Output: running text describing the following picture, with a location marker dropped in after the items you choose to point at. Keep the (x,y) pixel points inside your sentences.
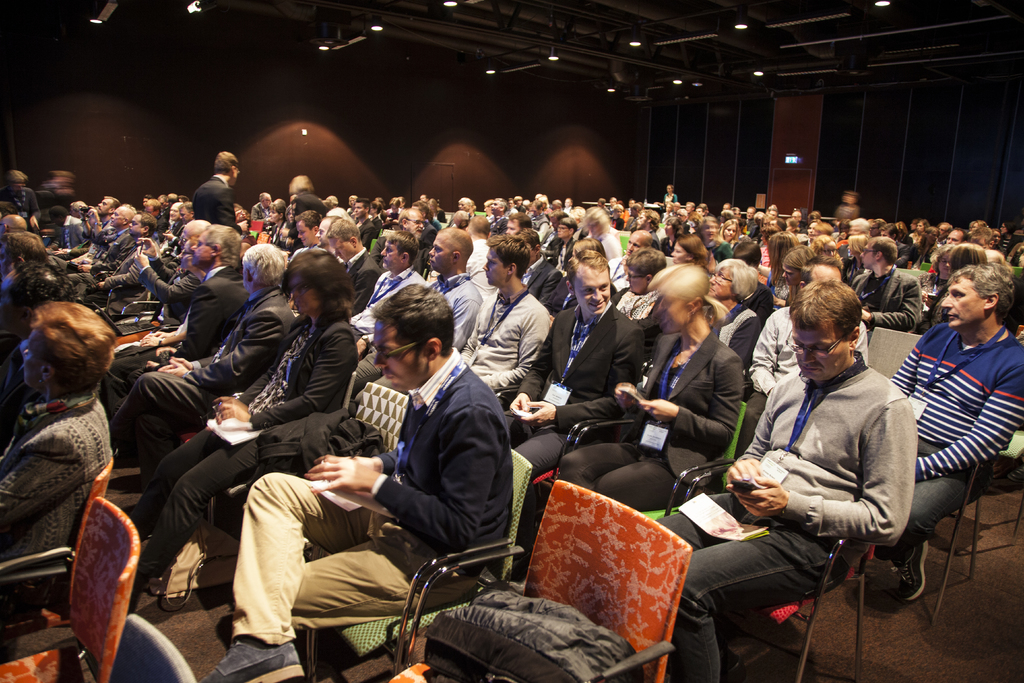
In this Image I see number of people (1014,236) in which most of them are sitting on chairs (165,650) and few of them are standing, I can also see there is a bag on this chair (613,673). In the background (417,192) I see the wall (353,143) and the lights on the ceiling (923,22).
